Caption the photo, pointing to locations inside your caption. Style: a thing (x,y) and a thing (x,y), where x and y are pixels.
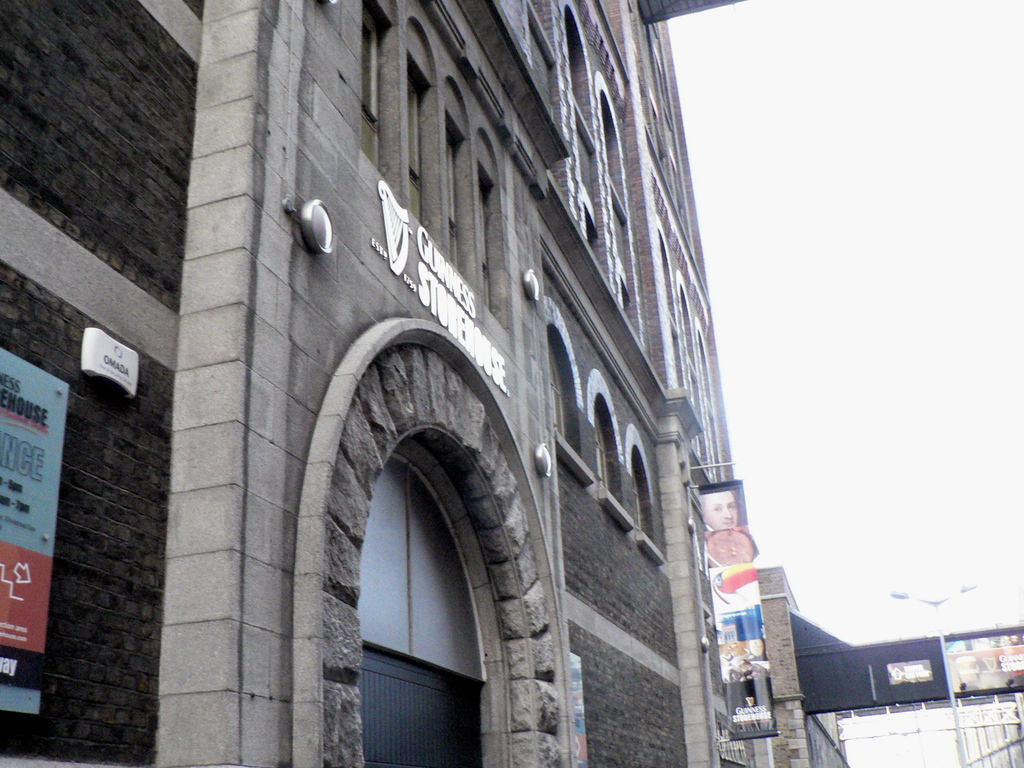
In the picture we can see a building (433,588) and near to it also we can see another building (934,660) with a pole (939,631) and lights (901,593) to it and behind it we can see a sky (822,396).
